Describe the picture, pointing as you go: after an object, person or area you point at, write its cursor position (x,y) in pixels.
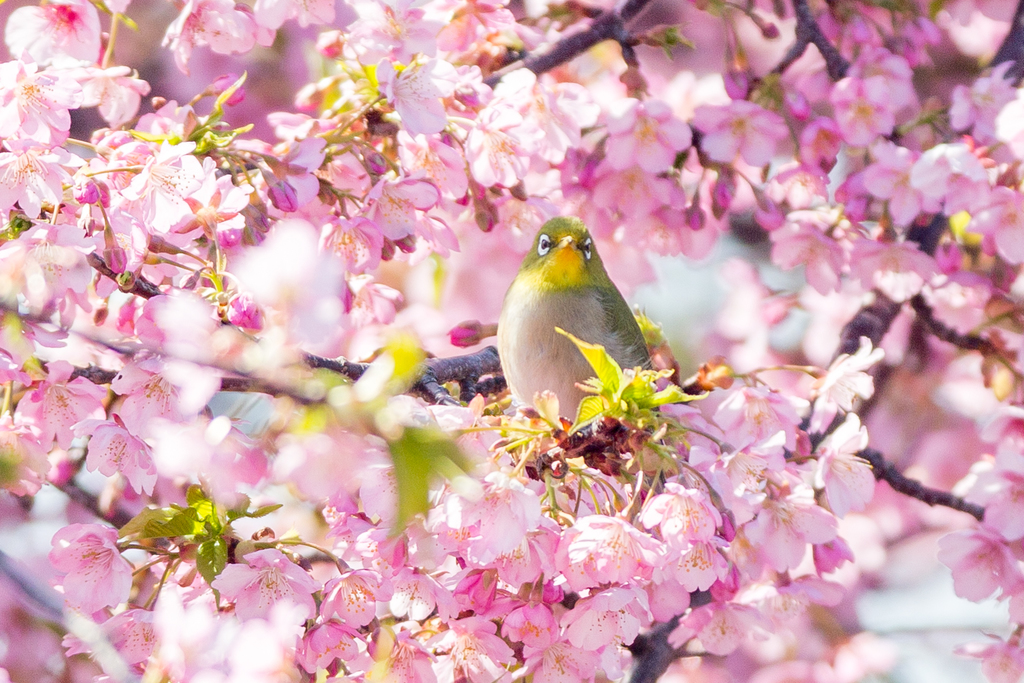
In this picture I can see number of flowers (497,193), which are of pink color and I can see few leaves (419,434) and in the middle of this picture (540,364) I can see a bird (568,278), which is of white and green color. I see that it is blurry in the background (870,300).
